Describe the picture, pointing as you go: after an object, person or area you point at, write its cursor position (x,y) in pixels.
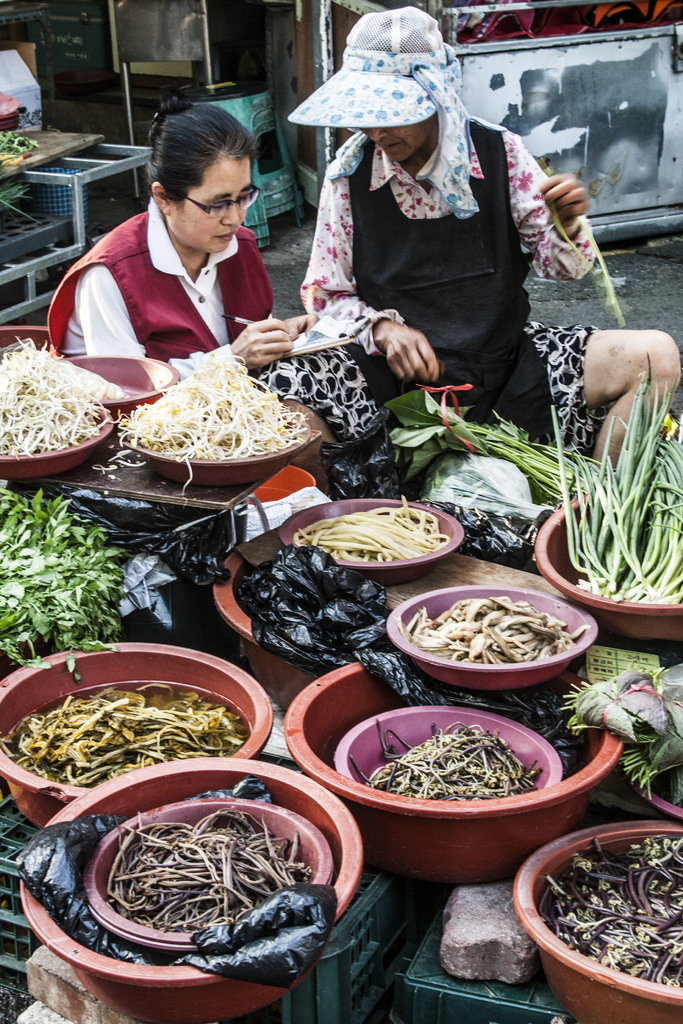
In this image there are vegetables (640,861) and there is food (47,773) in the tubs (257,803) in the foreground (304,704). There are two people (257,189) sitting and there are stool chairs (265,94) in the background (259,103). There are metal objects (122,158) on the left (54,247) and right corner (654,136).
